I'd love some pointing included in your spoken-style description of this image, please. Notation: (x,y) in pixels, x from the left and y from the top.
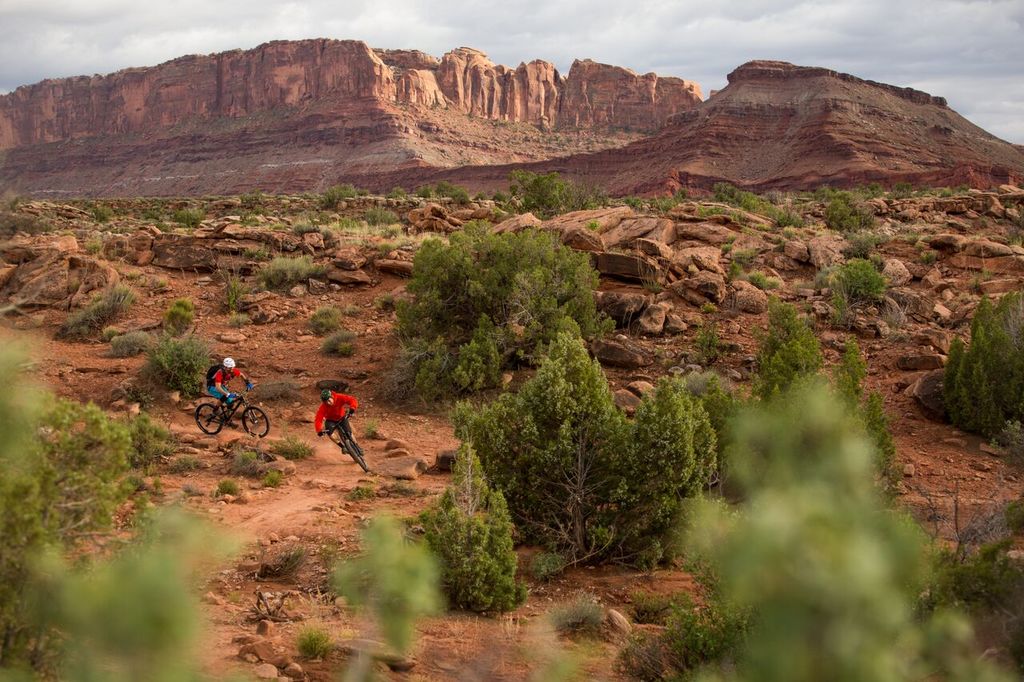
In this image we can see two persons (223,377) wearing helmets (229,365). They are riding cycles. There are trees (516,312) and stones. In the back (124,139) there is a hill (577,148). In the background (625,18) there is sky (568,17) with clouds (674,24).
